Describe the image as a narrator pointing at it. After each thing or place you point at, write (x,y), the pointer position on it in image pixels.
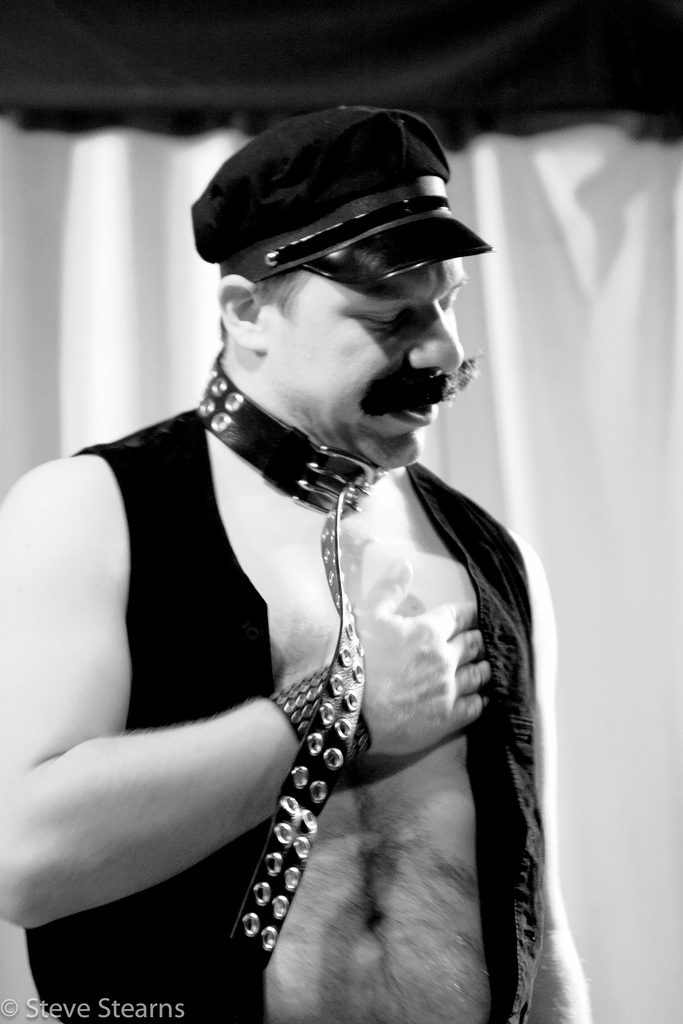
This is a black and white image. In the image there is a man (255,378) with a cap (328,260) on his head (328,291). Behind him there is a curtain (428,97).
